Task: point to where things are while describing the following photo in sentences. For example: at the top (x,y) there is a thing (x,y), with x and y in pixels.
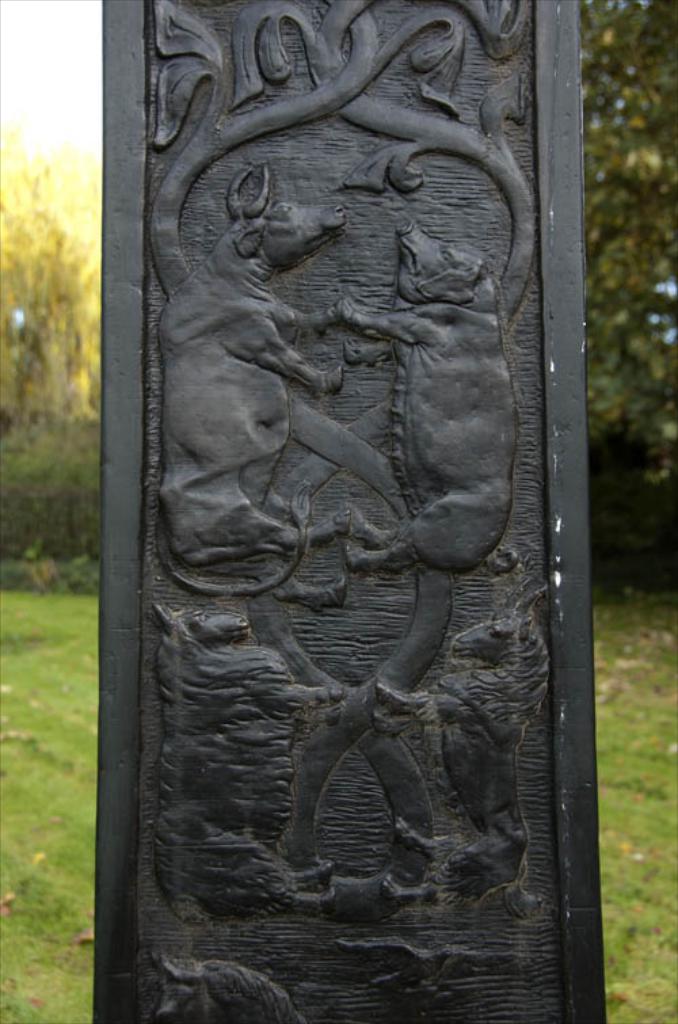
In the picture we can see black color pillar (599,950) with some arts (225,206) on it and behind it we can see a grass surface (13,827) and trees (675,79) on it.
